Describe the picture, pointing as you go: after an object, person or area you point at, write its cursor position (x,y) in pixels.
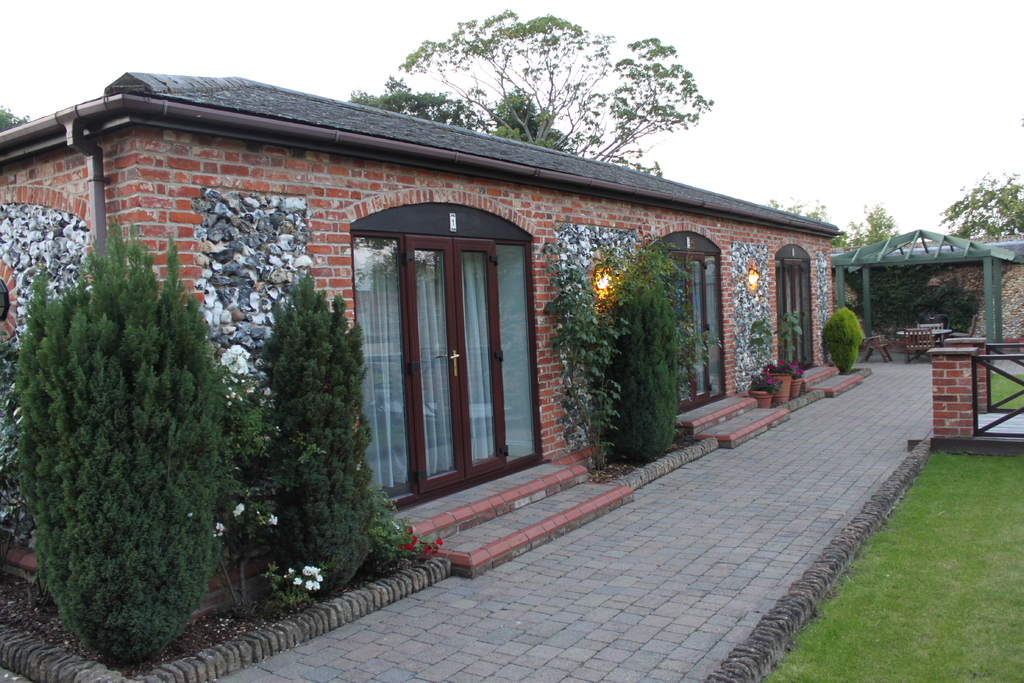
In this image, we can see a shed (422,270) and there are trees (357,446), plants (374,510) along with flowers (312,569) and there are flower pots (785,387) and we can see a railing (977,413). At the bottom (593,602), there is ground (653,591).
